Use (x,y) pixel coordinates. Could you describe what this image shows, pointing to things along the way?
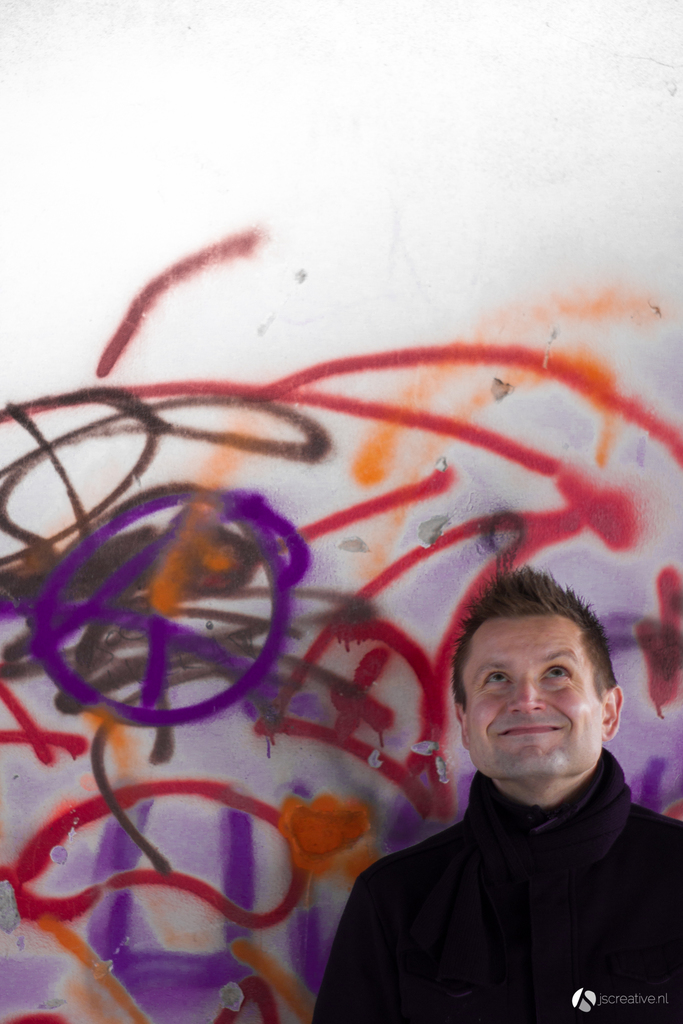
In the image there is a man (446,859) standing in the foreground (545,707) and behind him there are some paintings (140,430) on the wall (208,755).
